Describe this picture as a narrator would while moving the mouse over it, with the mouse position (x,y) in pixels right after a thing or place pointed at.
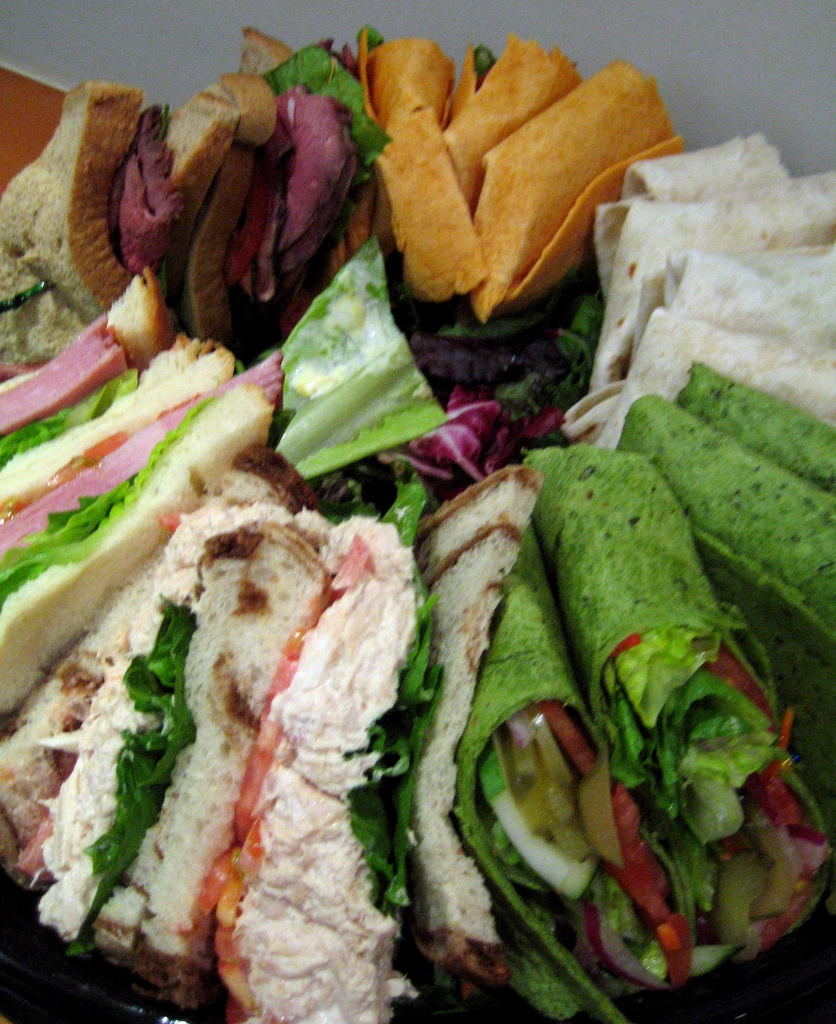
This is a zoomed in picture. In the center (417,473) we can see the sandwiches (297,704) and other food items (588,430) seems to be placed on the plate (112,1002). In the background (680,53) there is a white color object (408,17) seems to be the wall (656,59).
